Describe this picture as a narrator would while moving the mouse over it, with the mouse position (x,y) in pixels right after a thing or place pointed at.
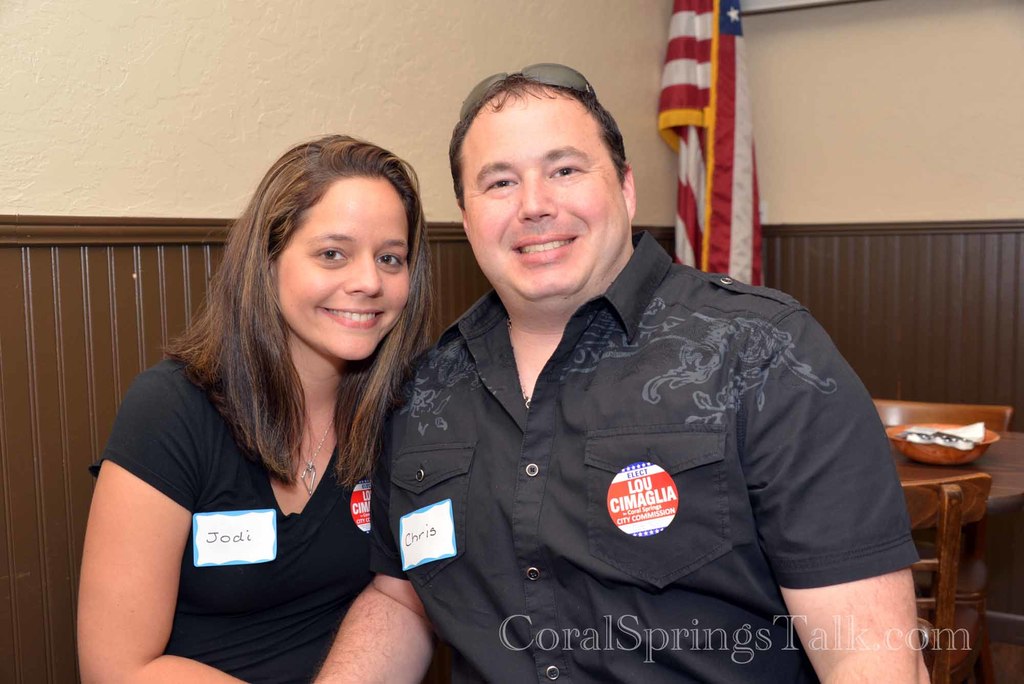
In the center of the image (415,388) we can see two people (500,270) are sitting and smiling and wearing the black dresses (548,464) and also we can see the papers (250,536), badges (623,502). In the papers (272,526) we can see the text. On the right side of the image (1010,474) we can see a table (1009,488), chairs (935,491). On the table (960,465) we can see a bowl (944,459) which contains paper (952,439). In the background of the image (1009,65) we can see the wall (650,182), flag (694,176).
